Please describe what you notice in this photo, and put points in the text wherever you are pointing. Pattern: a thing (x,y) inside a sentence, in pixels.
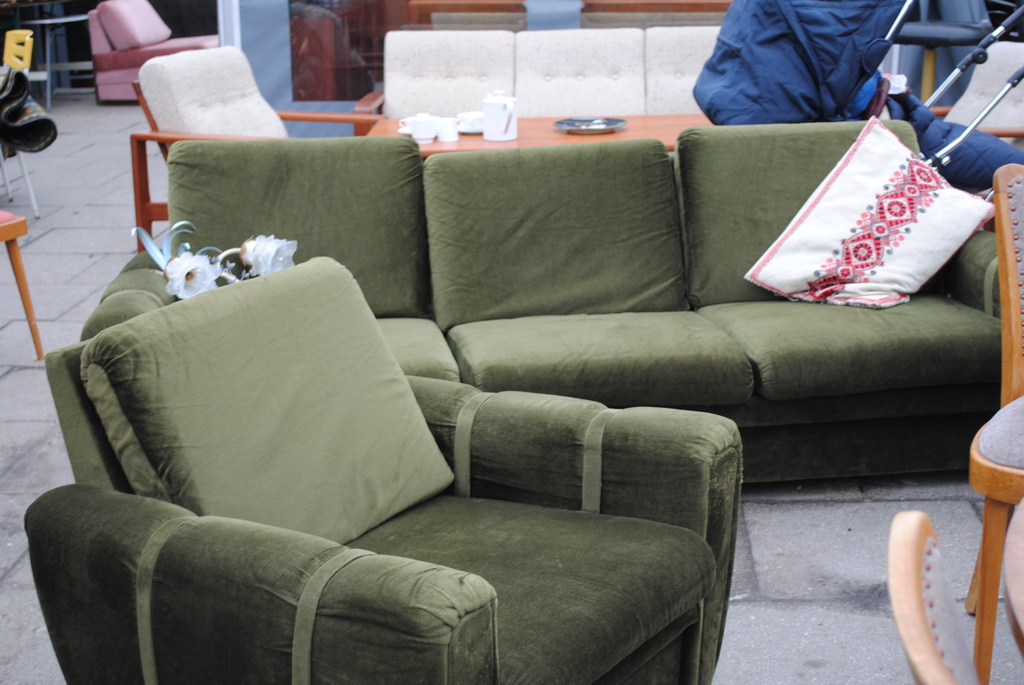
In the image we can see couch (434,432) in the center (496,334). And coming to background (689,58) we can see sofa (523,51), table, chairs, cloth (44,137), pillar (283,21), bag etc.
